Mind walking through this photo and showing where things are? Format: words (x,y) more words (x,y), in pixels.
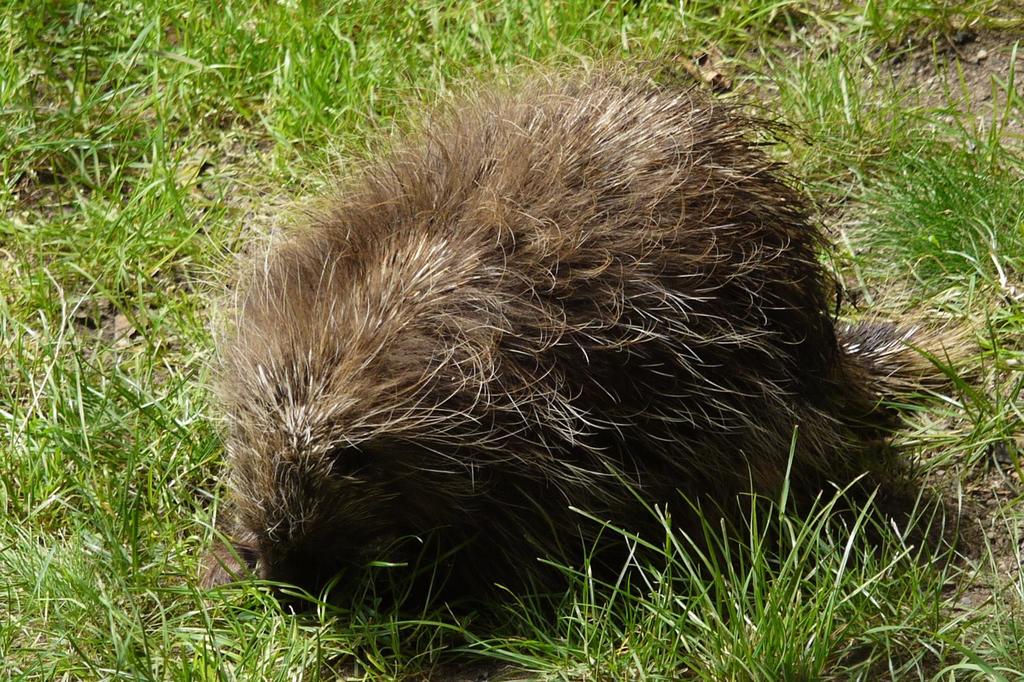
In the center of the image (392,292) we can see the porcupine (572,132) on the grass (105,457).
